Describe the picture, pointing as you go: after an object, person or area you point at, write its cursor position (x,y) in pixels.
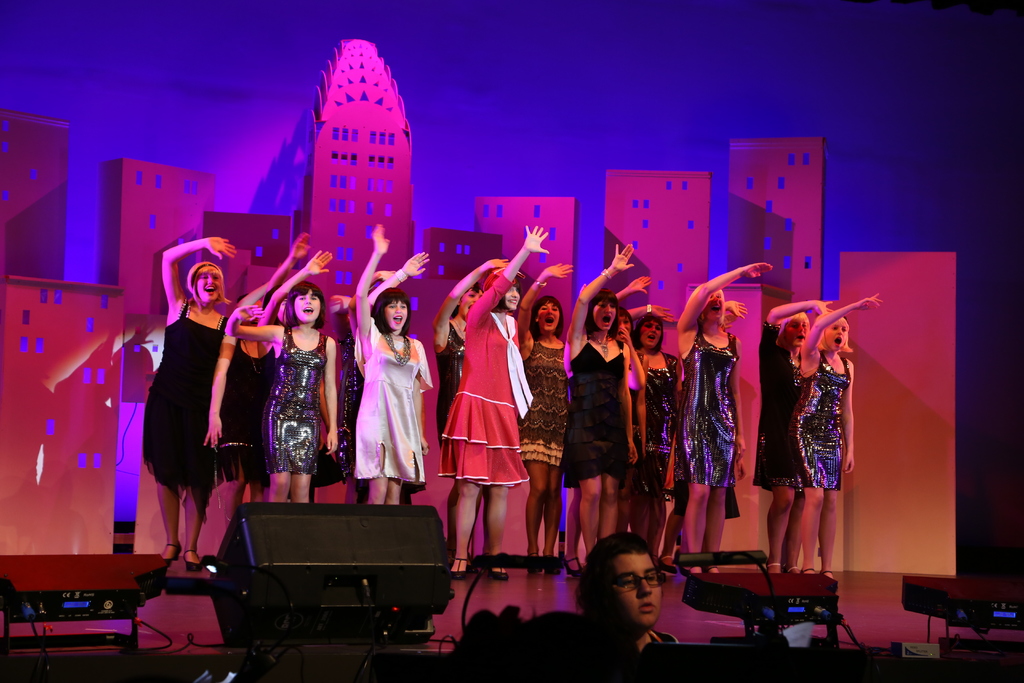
As we can see in the image there are group of people (707,296) dancing and on floor (172,635) there are disco lights (83,565).
